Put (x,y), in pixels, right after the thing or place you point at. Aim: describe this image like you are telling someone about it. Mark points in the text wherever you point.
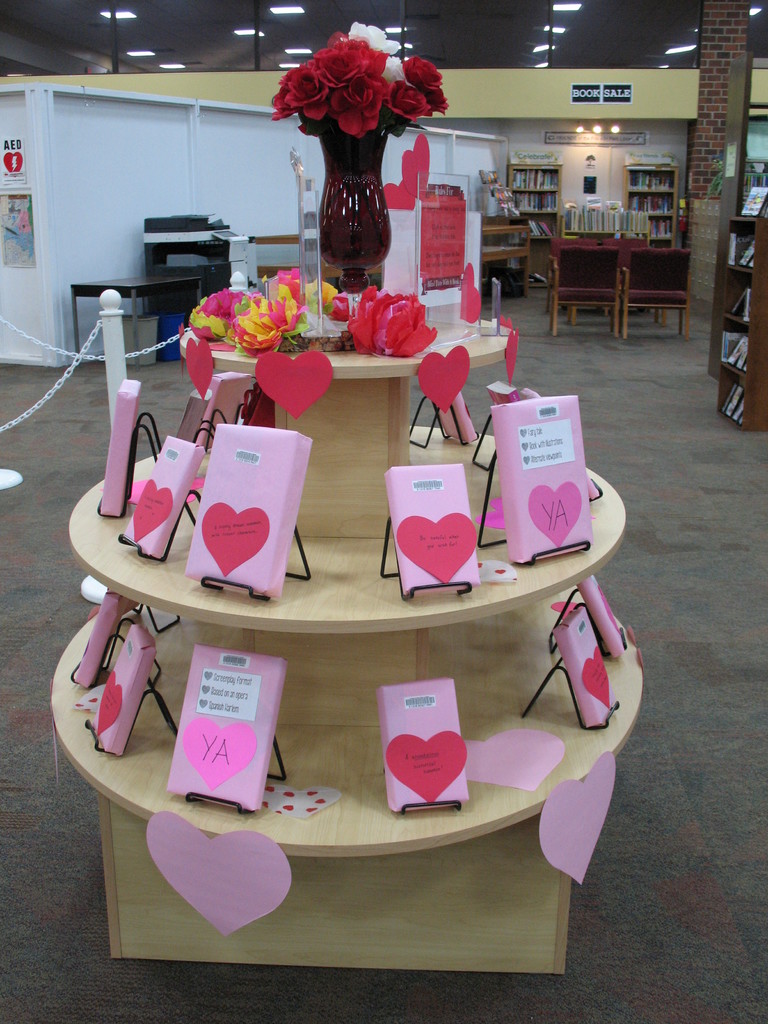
This picture shows a flower vase (327,187), flowers (198,311) and some cards (159,526) on the table (346,586). In the background (235,275) we can find some metal rods (117,360), machine (163,260) and some books (527,180).
